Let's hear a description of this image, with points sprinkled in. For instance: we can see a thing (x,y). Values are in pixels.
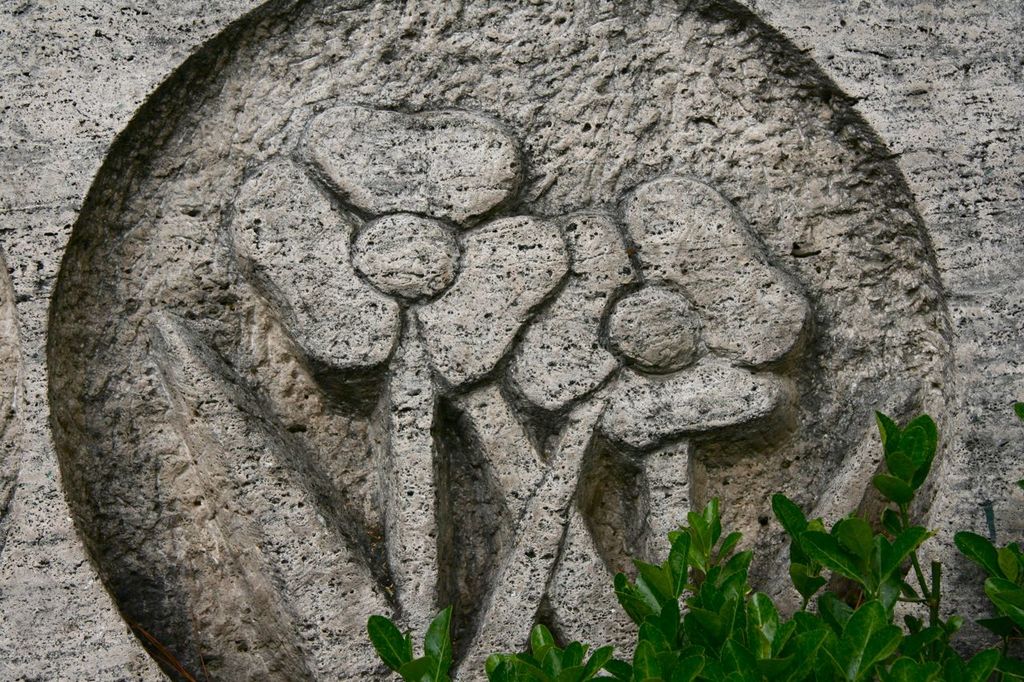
In this image we can see some plants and carving (445,342) on the wall (881,2).
